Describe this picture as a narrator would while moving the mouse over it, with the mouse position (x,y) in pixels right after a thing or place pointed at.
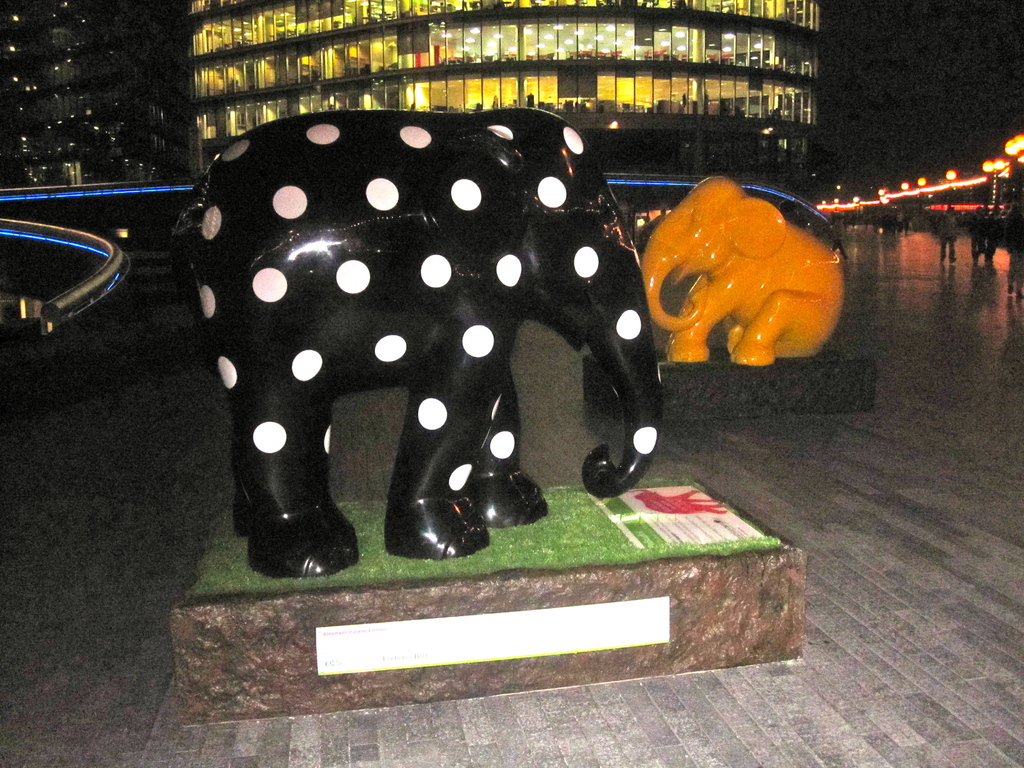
In the foreground (544,148) I can see two elephants statues (515,397), street lights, fence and a group of people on the road (900,338). In the background (495,27) I can see buildings (637,37). This image is taken may be during night.
